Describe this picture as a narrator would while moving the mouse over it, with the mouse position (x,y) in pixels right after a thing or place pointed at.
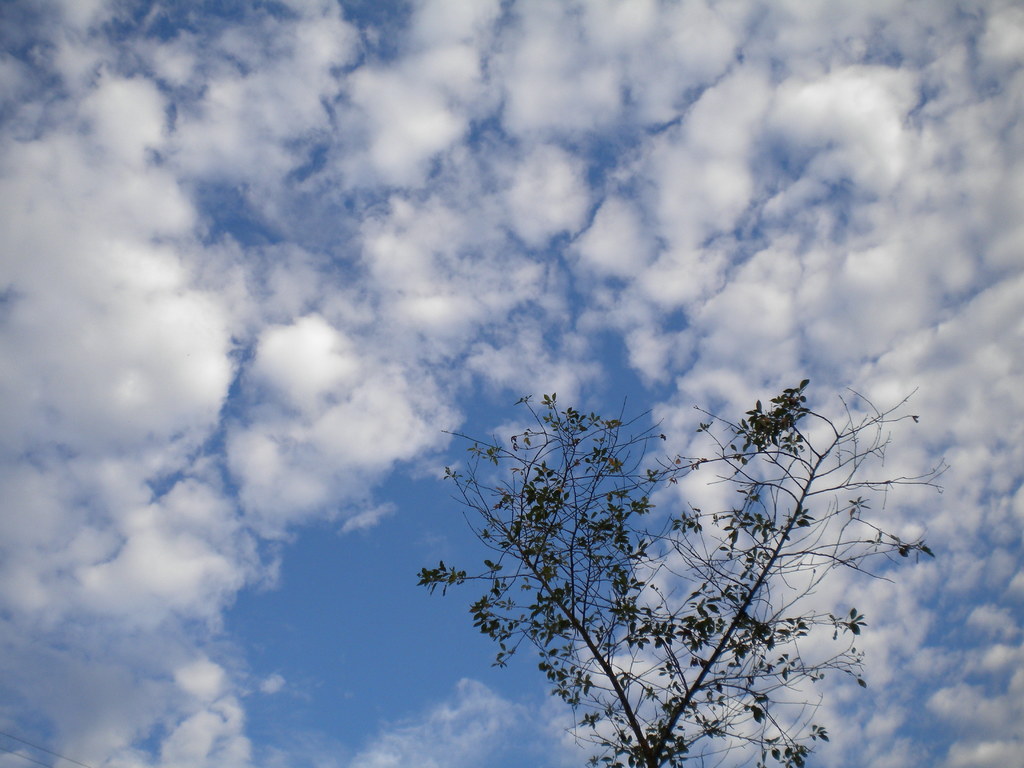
There is a tree (768,568) in the bottom of this image (695,638) and there is a cloudy sky (688,295) in the background (457,346).
